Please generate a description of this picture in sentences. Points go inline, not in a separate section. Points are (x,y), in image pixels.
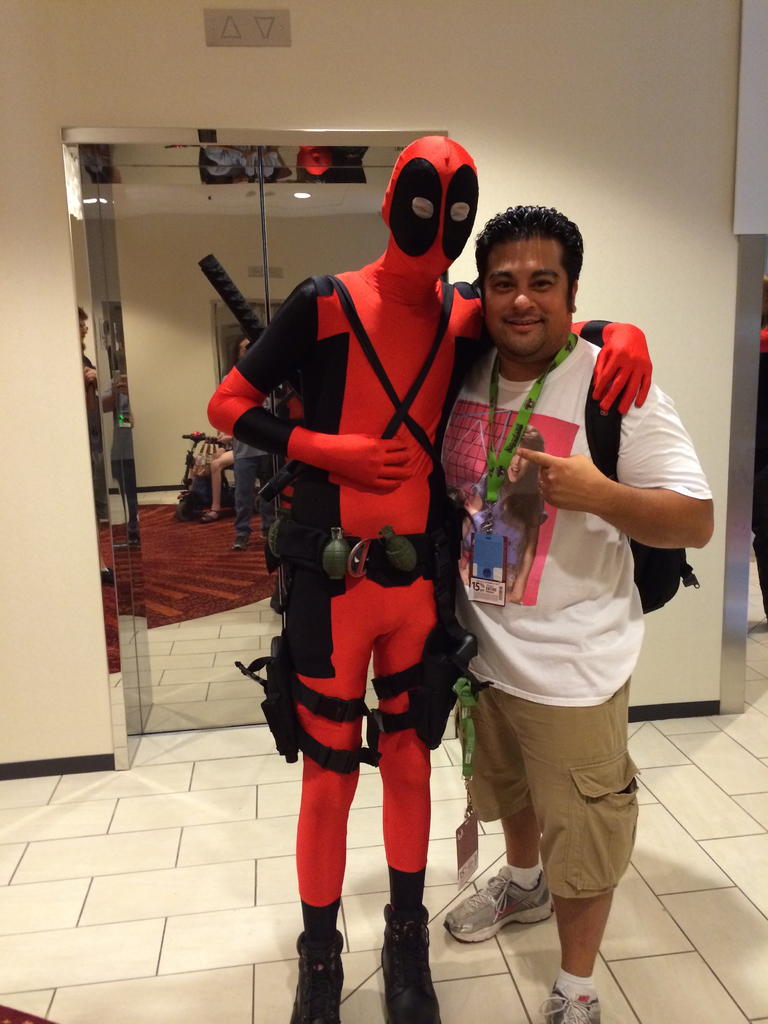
In this image I can see two person (589,542) standing. The person (627,542) at right (537,560) wearing white shirt (498,664), cream pant (537,782) and the person (383,542) at left (238,420) wearing red and black dress (370,539). Background (651,77) I can see wall (482,60) in cream color.
